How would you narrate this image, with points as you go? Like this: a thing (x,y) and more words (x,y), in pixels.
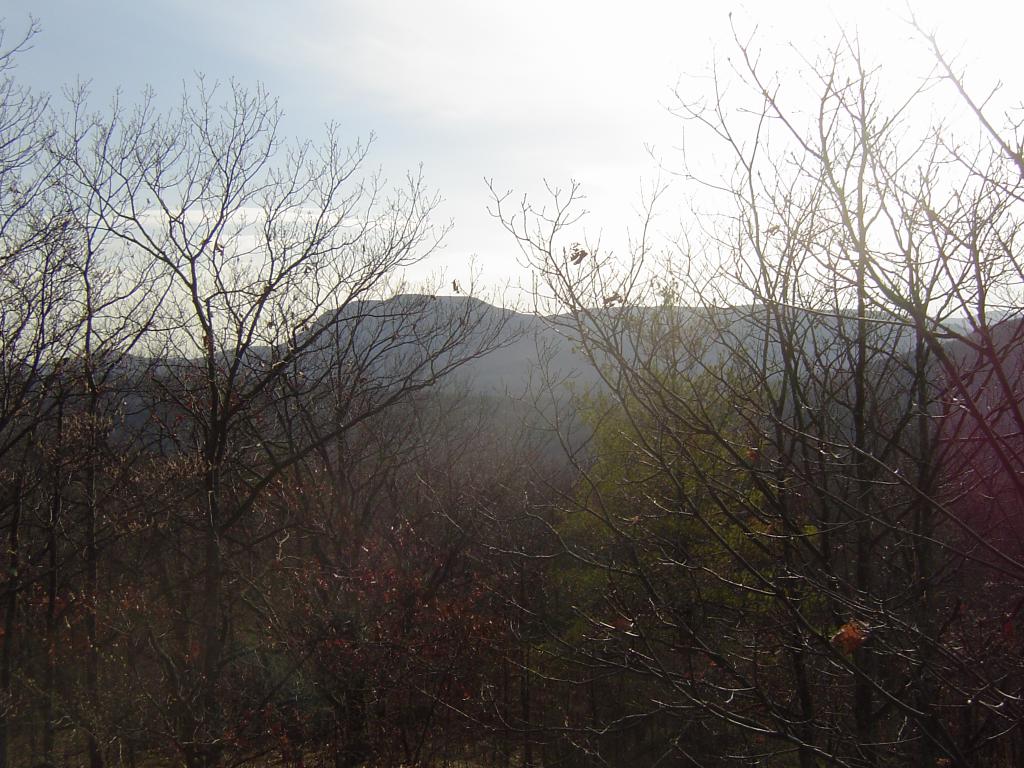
In this picture there are trees (296,343) in the foreground (6,258). At the back (385,360) there is a mountain (910,340). At the top (225,108) there is sky (199,91) and there are clouds (473,126).
